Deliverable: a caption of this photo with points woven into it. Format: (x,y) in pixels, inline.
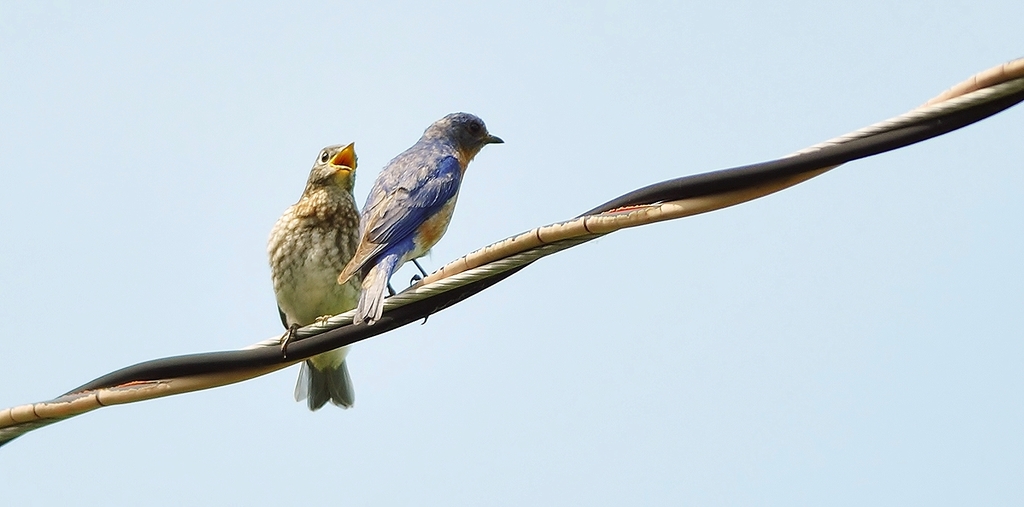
In this image, I can see two birds (354,280) standing on a rope (629,227). The background (656,126) looks light blue in color.
